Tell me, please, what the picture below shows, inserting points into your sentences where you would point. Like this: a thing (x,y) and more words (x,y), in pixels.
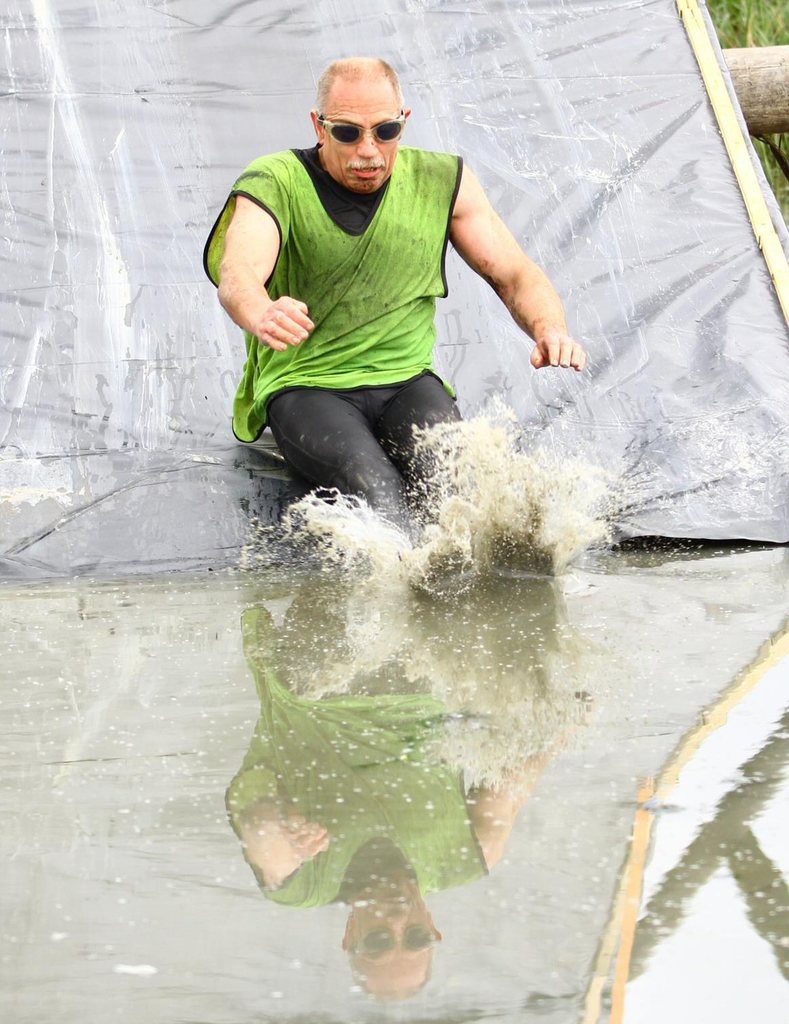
At the bottom of the image (258,811) there is a water (381,809) and there is a person (377,319) sitting on a water slide (547,385) and we can see the reflection (278,715) of the person (349,320) in the water (268,705). At the top right side (753,35) there is a wooden stick (760,79) and grass (752,13).
